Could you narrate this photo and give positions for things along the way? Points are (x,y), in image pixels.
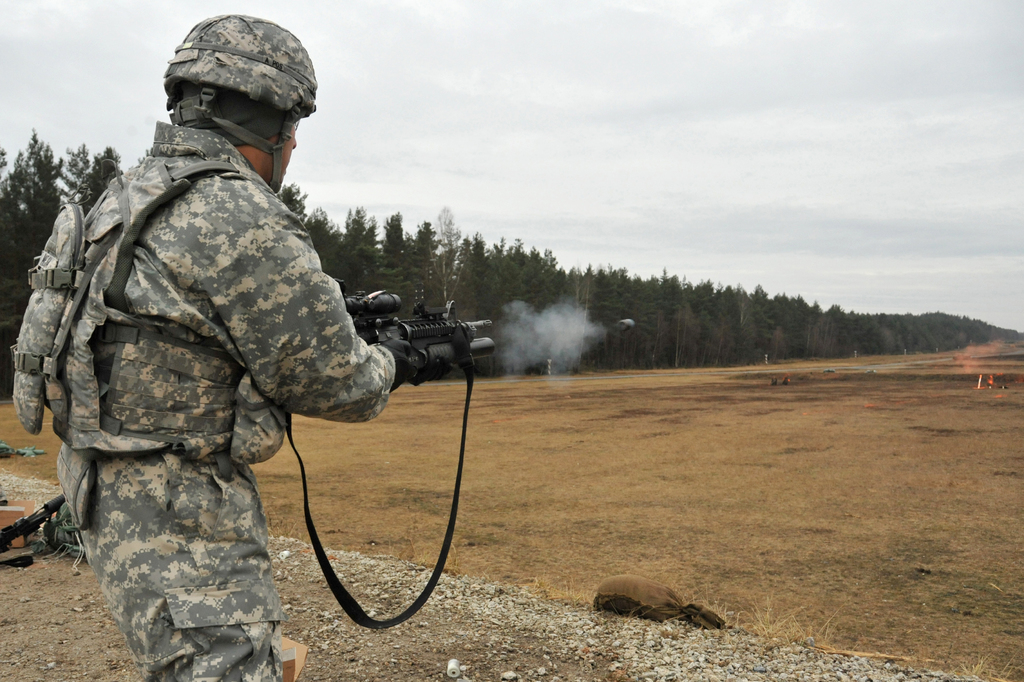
In the foreground of the picture (141,303) there is a soldier (265,338) firing gun (426,339). In the center of the picture (487,316) there are trees (699,344). On the right (793,432) it is field (724,439). In the foreground (629,601) there are stones (561,610), bags (54,525) and guns (38,527). Sky (551,240) is cloudy.
